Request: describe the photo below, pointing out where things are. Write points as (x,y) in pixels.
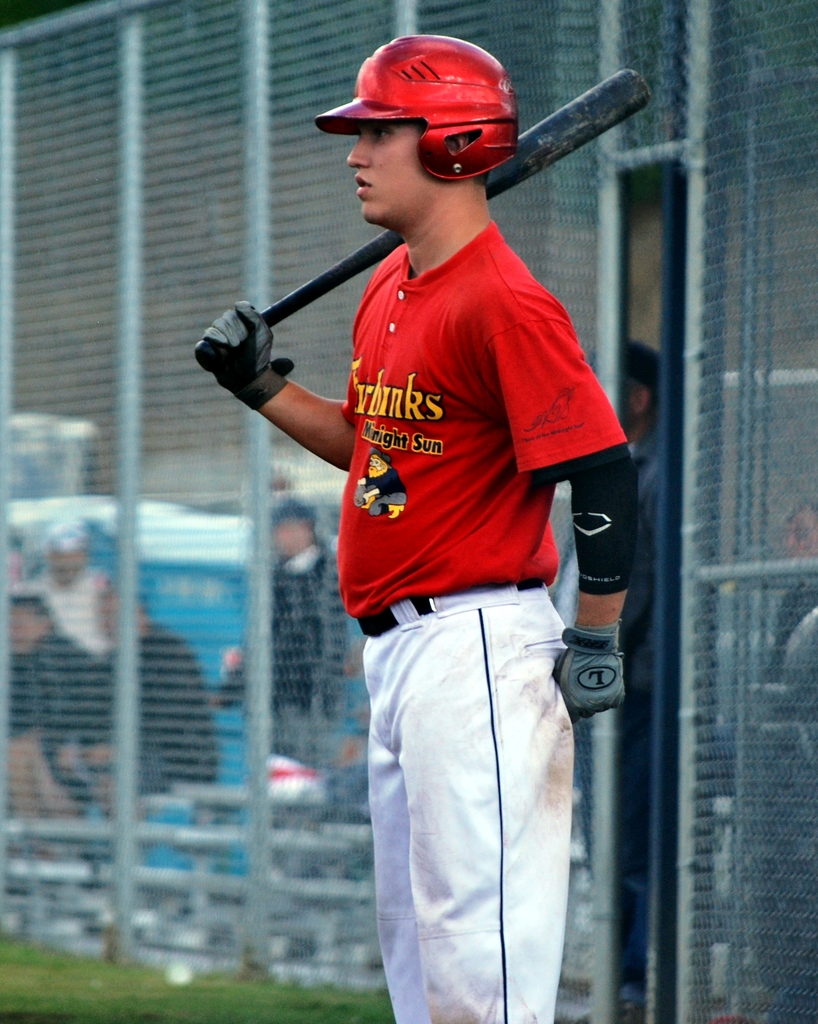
In the image in the center (386,426) we can see one person (460,616) standing and he is holding bat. And we can see he is wearing a helmet (433,140) and red color t shirt (481,291). In the background (791,278) there is a fence (687,450), grass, few people (284,646) standing and few other objects (61,859).
